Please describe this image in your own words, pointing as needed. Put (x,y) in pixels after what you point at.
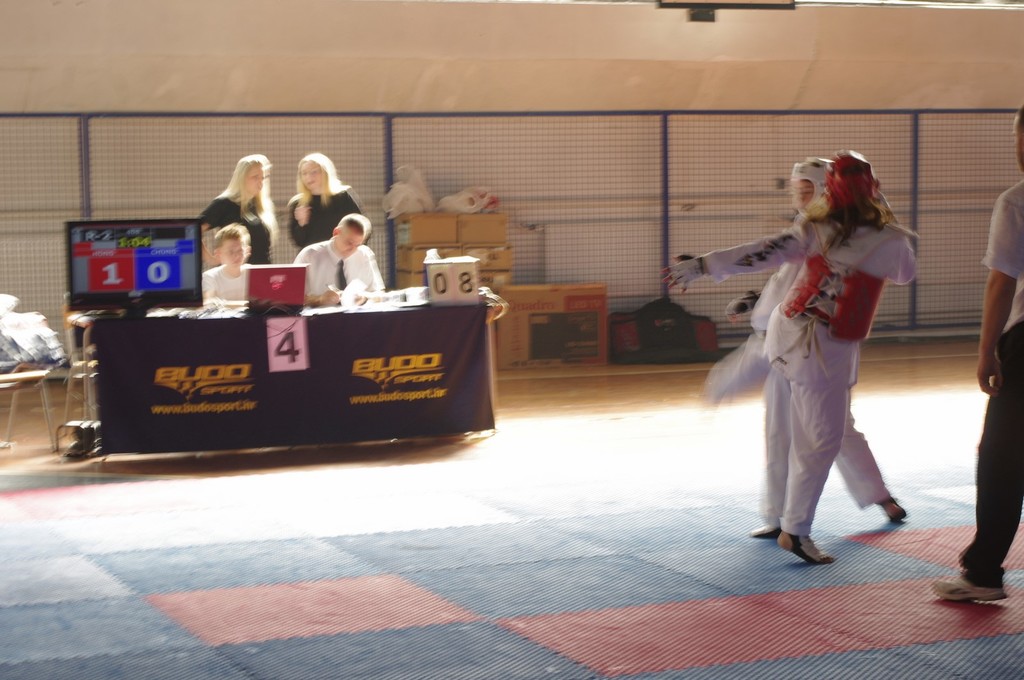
In this image we can see people (782,491). There is a table (315,427) and a screen (87,289). We can see boards (426,295). There are cardboard boxes (530,317) and there are grilles (940,227). In the background (426,92) we can see a wall (656,18). On the left (21,382) there are chairs (37,375).
